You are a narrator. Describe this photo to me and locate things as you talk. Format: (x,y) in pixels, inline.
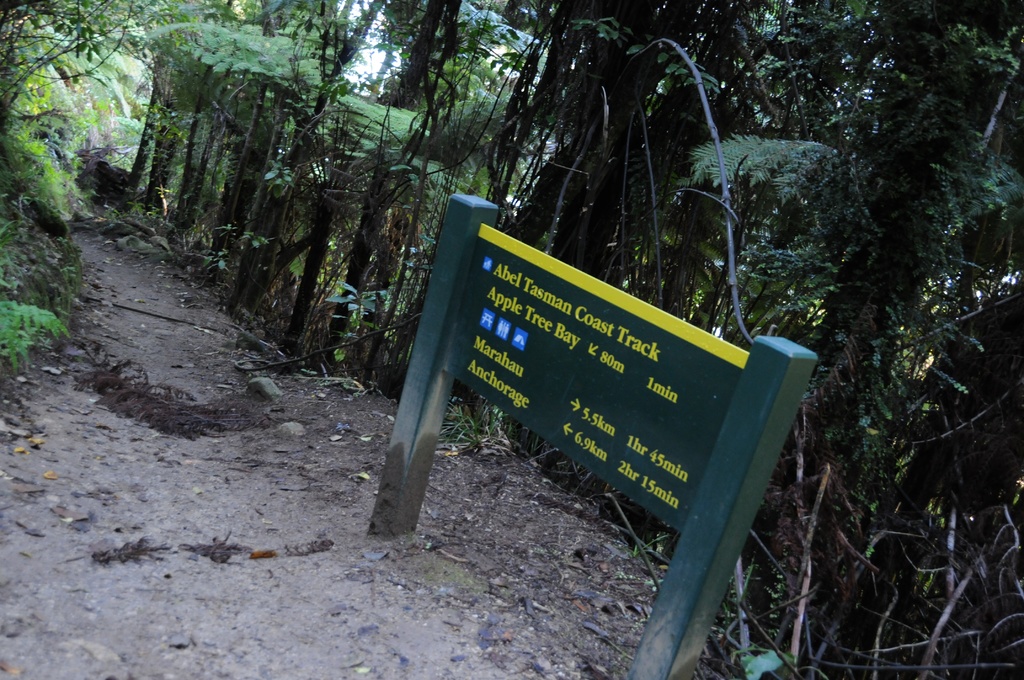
In the center of the image (603,446) there is a sign board (580,437). In the background of the image (594,194) there are trees (420,194). At the bottom of the image (217,642) there is sand (205,613).
